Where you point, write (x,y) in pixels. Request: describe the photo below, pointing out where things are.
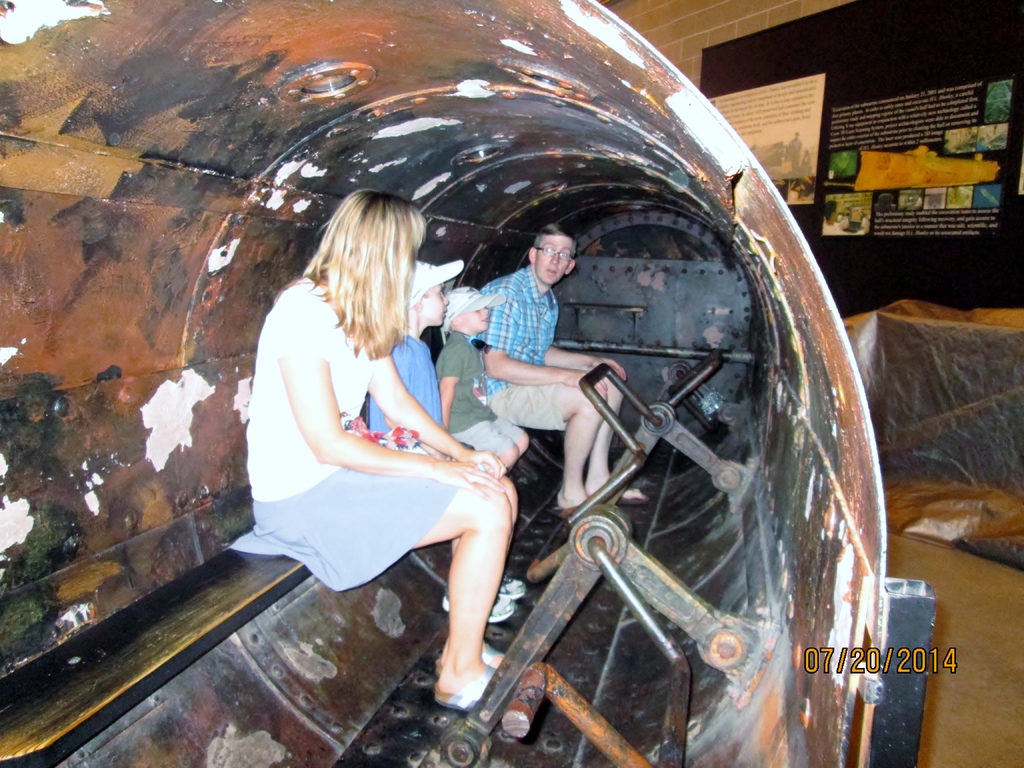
There is an object (180,453) and four people (418,467) were sitting inside the object (90,354), it looks like some hole (651,524) and behind that object (603,181) there is a wall (669,35) and a poster (952,191) is stick to the wall (750,29).
